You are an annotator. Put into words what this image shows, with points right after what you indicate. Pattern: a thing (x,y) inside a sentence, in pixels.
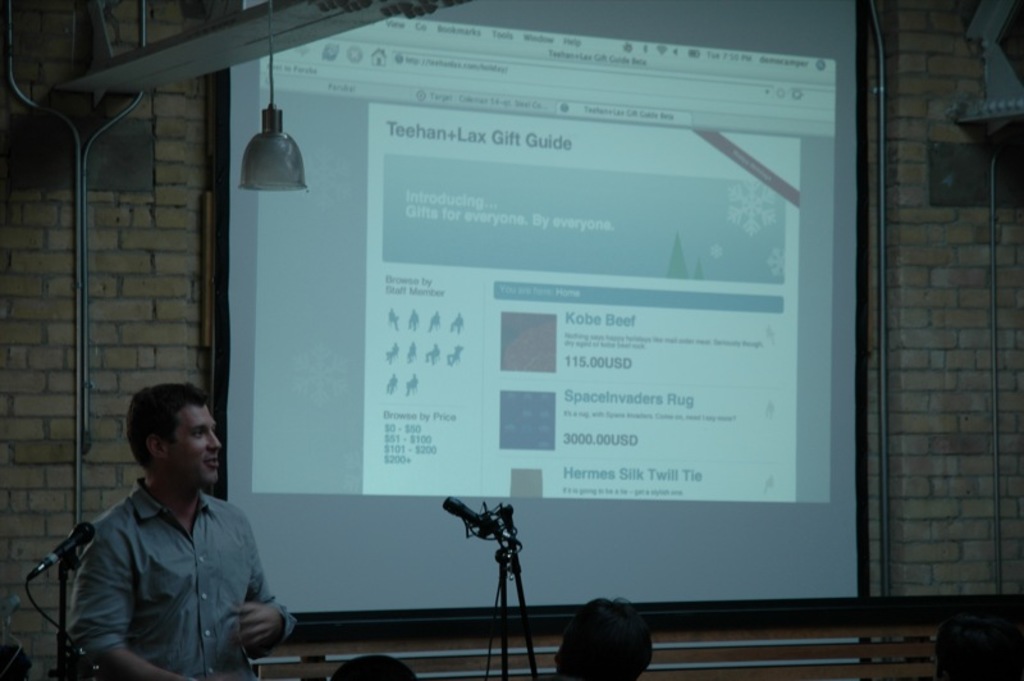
In this picture I can see the projector screen (468,323). I can see a person (189,516) on the left side (170,506). I can see the microphones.
